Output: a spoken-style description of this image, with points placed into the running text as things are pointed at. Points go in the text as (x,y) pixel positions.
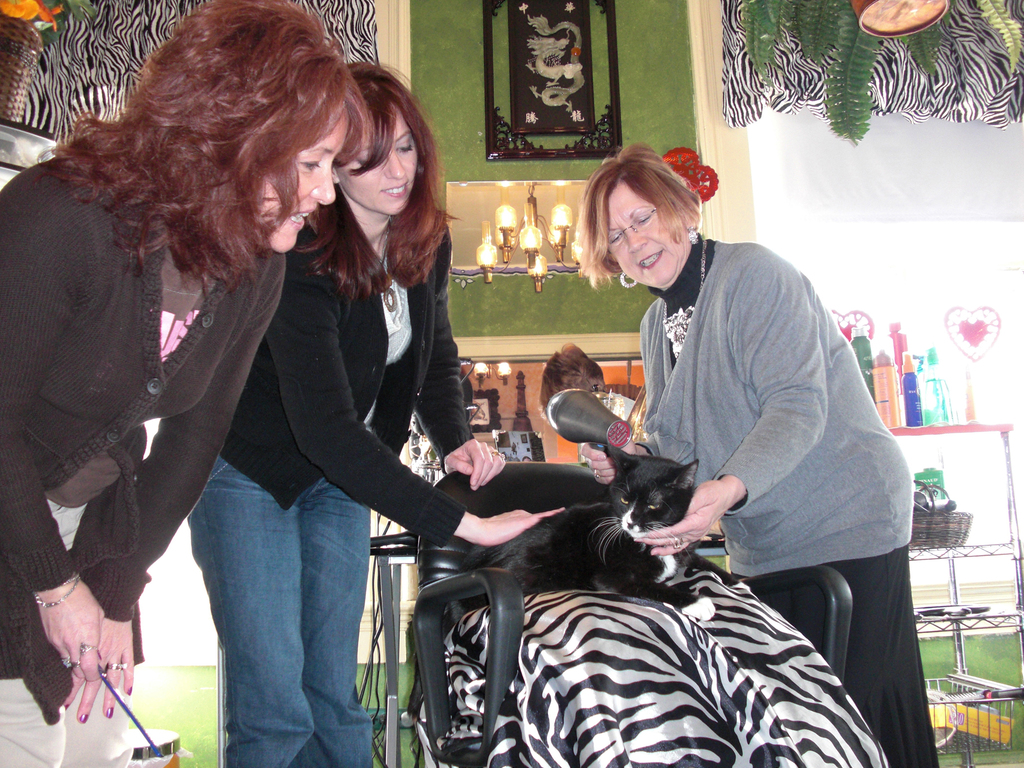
This image shows about three women (212,356) and they are all standing in the right side of the image (716,444) woman (702,448) drying the cat hair (624,457) and the cat (562,574) is seated on the chair (519,601) in the background (936,370) we can see some beauty products (874,378) and light (562,243).
